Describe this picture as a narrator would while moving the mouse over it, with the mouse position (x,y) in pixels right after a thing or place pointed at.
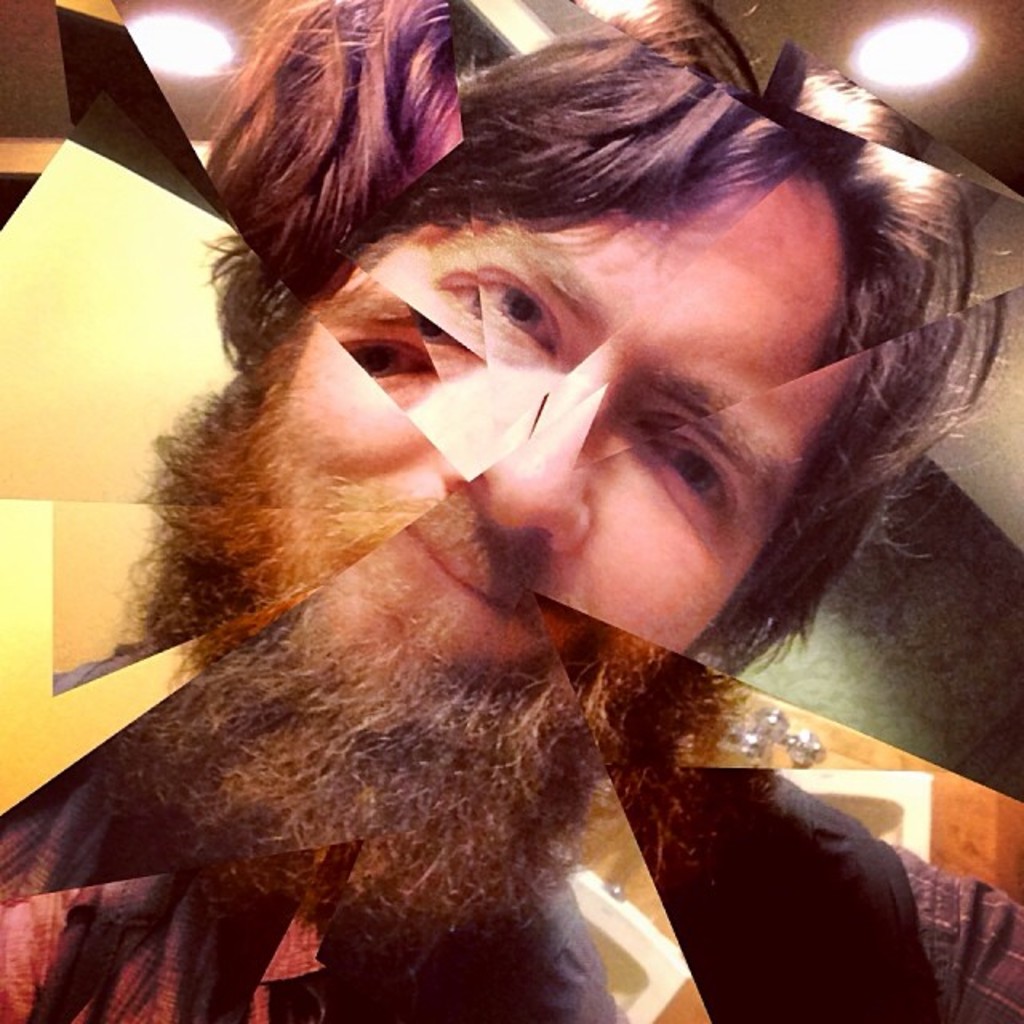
In this image we can see the many faces (445,511) of a person (537,265) and also few lights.
